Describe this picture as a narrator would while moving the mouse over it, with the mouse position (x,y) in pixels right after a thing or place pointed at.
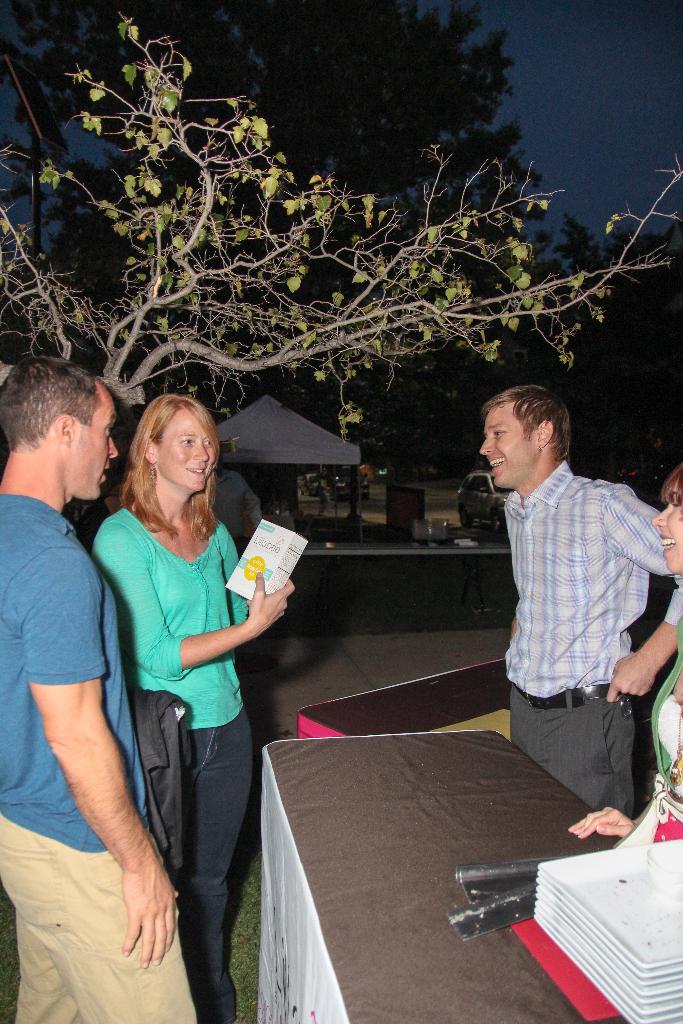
Here we can see a group of people (28,573) are standing and smiling, and in front (499,808) there is the table (500,819) and some objects (551,879) on it, and here is the tree (236,313), and at above here is the sky (616,80).
